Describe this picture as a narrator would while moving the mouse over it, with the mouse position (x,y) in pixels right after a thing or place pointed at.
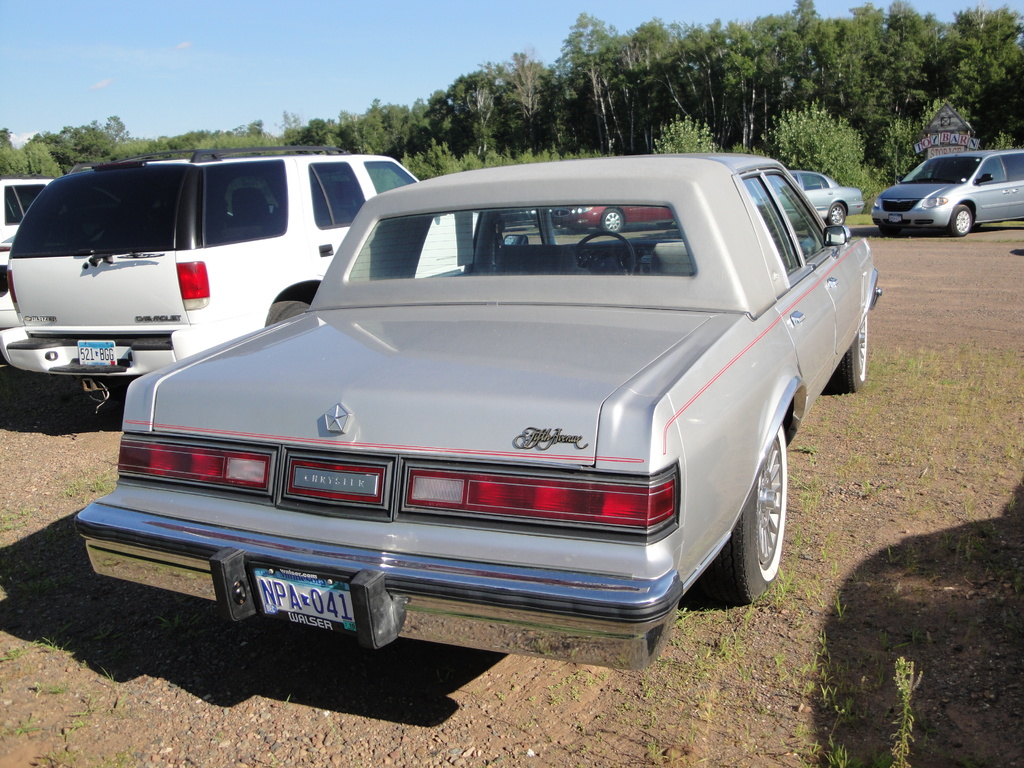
In this image, there are cars (638,331) on the ground (912,276). On the right side of the image (948,153), I can see a board (950,151). In the background (609,150), there are trees (746,81) and the sky (313,70).
